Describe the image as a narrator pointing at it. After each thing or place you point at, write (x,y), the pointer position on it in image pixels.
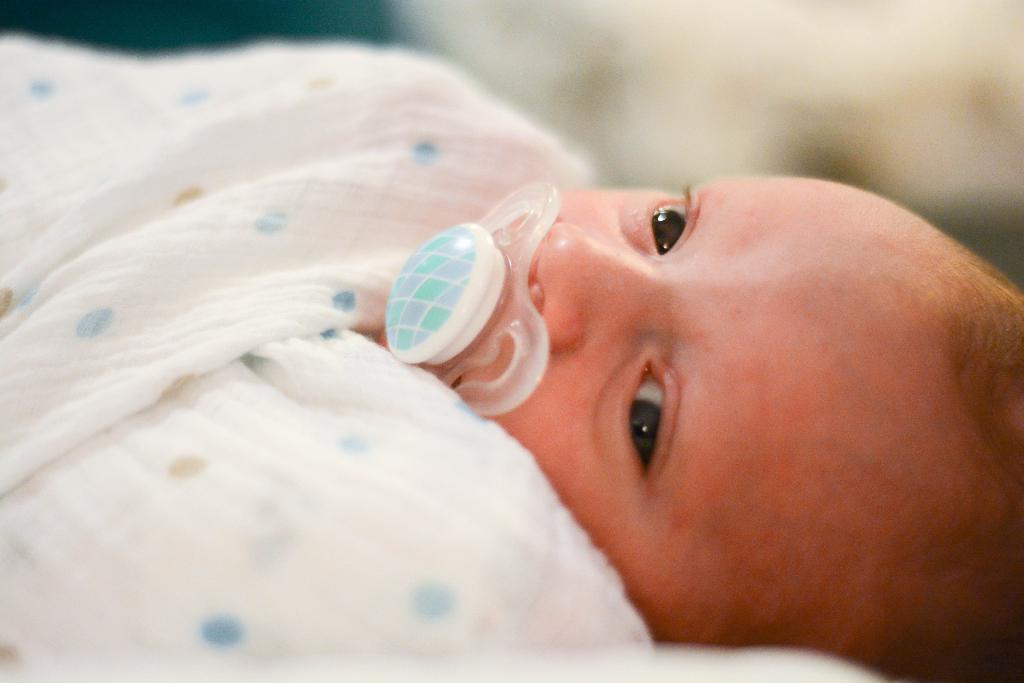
In this image, we can see a baby (688,376) lying and wearing cloth (227,384) and we can see a soother (471,299) in the mouth (505,320).
